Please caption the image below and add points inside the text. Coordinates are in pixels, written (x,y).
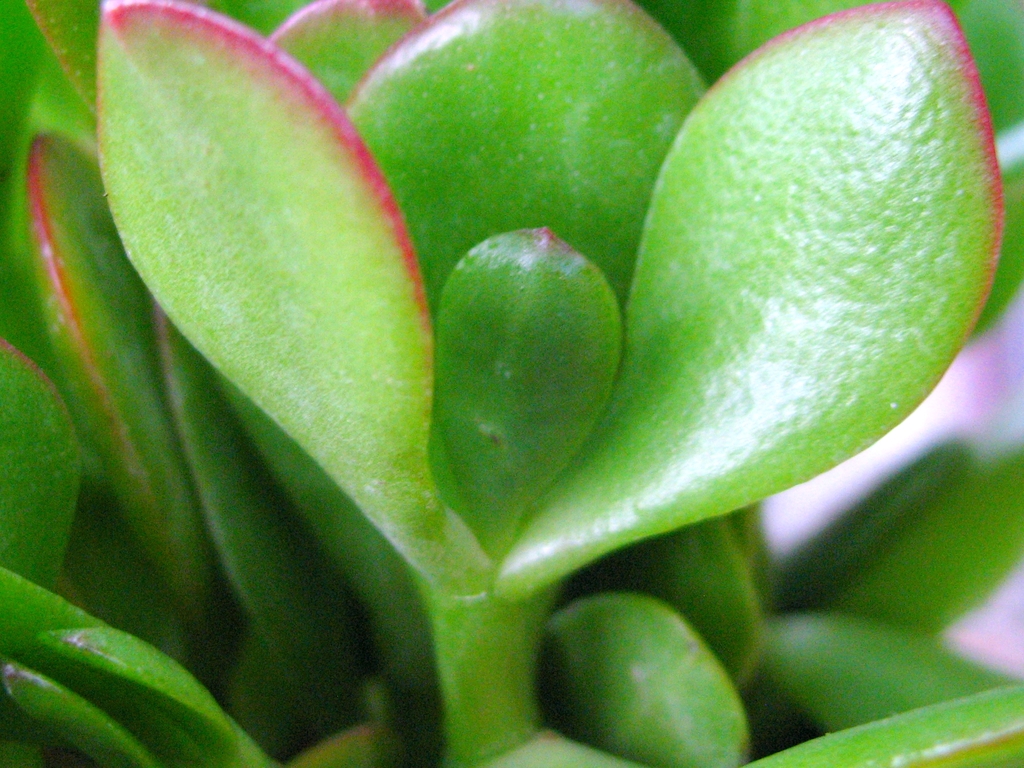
In this image we can see leaves (758,314) and stem (514,676).
